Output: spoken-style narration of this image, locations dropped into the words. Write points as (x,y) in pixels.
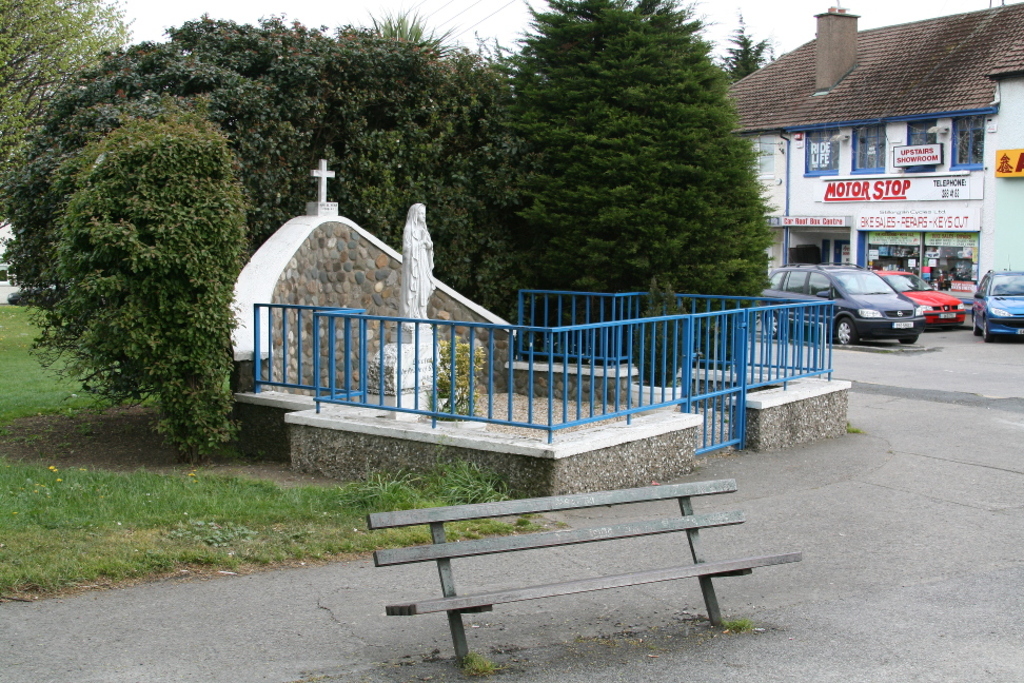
In the image to the front (593,577) there is a bench (497,538) on the floor (800,578). Behind that bench (429,556) there is a statue (419,240). Behind the statue (419,290) there is a wall (323,264) with cross symbol (324,187). Around the statue (429,281) there is a blue color railing (361,365). In the background (492,302) there are trees (171,142). On the right side of the image (923,64) there is a building (906,92) with walls (801,169), roofs (886,70), chimney (832,34), glass windows (806,152), glass doors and name boards (879,231). In front of the building (876,267) there are few cars (933,296).
